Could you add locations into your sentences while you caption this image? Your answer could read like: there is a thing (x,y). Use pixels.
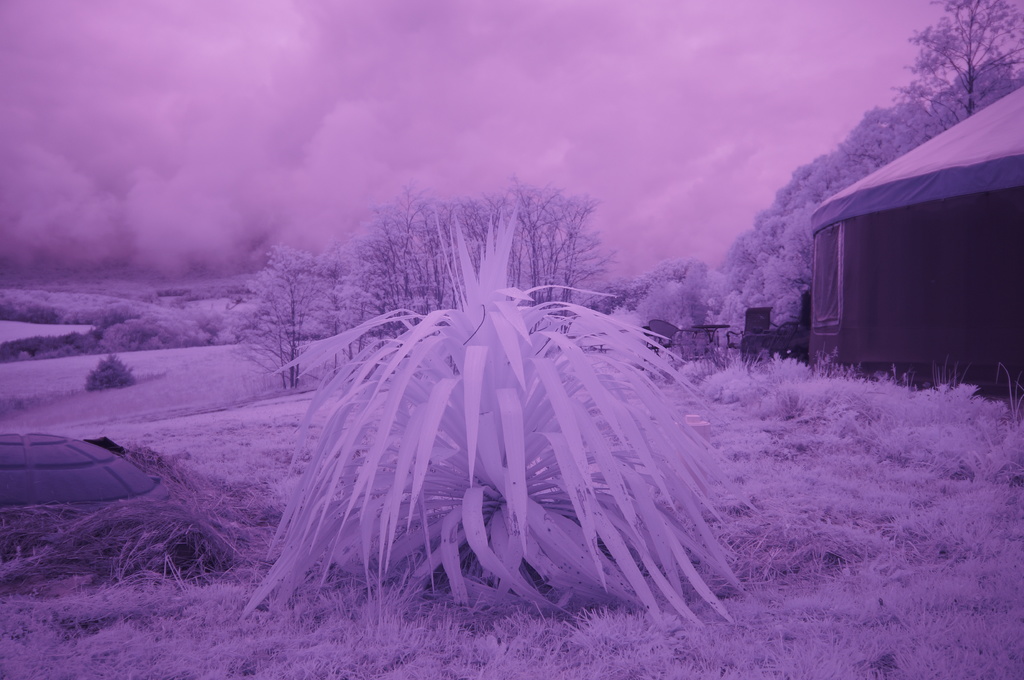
In the image there are trees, grass (741,419) and on the right side (856,286) it looks like there is a tent (858,245). The image is in the purple color.
